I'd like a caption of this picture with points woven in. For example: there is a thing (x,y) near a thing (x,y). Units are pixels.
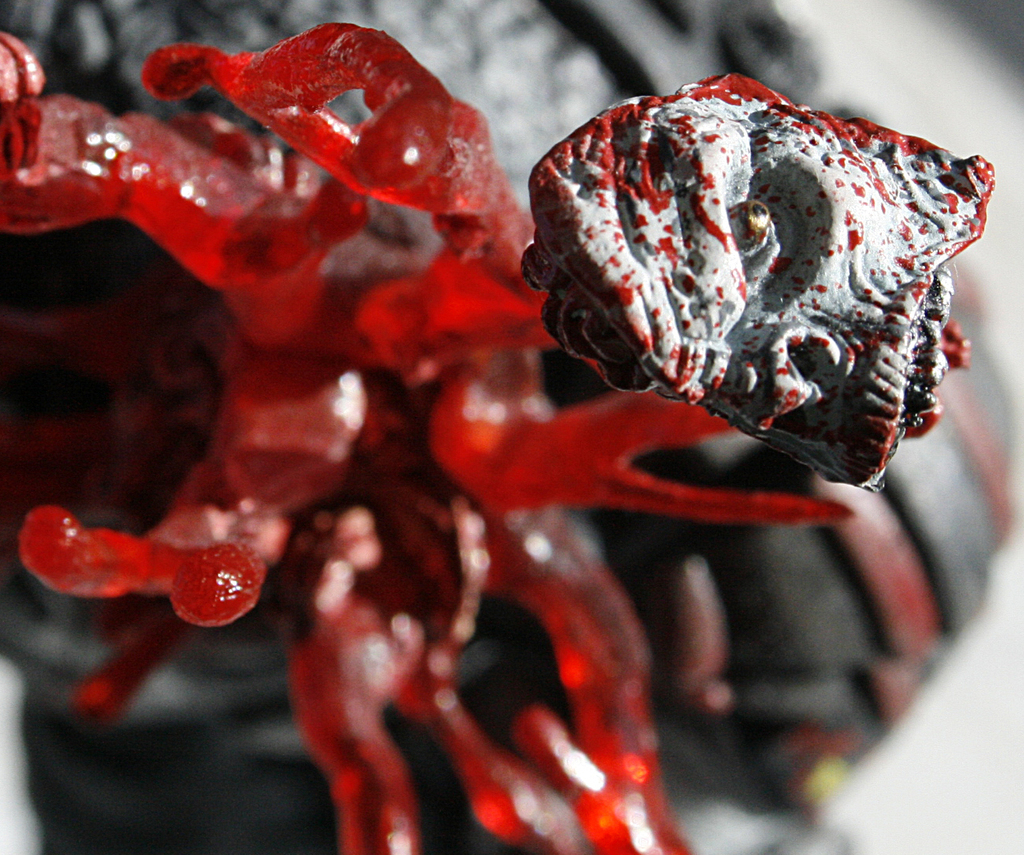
In the image we can see there is a creature head (843,228) which is painted with white and red colour. There is a bloody figurine (396,428) and it is a decorative item (414,488).
